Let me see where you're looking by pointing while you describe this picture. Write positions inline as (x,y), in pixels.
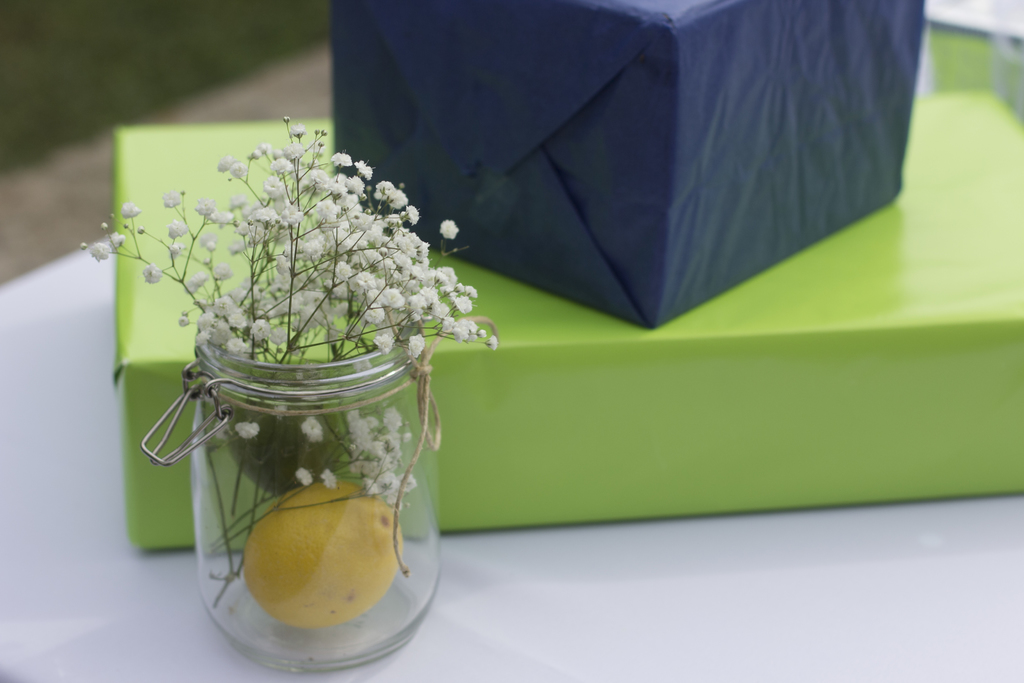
In this picture we can see few flowers (343,349) and a lemon (288,500) in the jar (437,460), beside the jar (314,410) we can find couple of boxes (591,266).
